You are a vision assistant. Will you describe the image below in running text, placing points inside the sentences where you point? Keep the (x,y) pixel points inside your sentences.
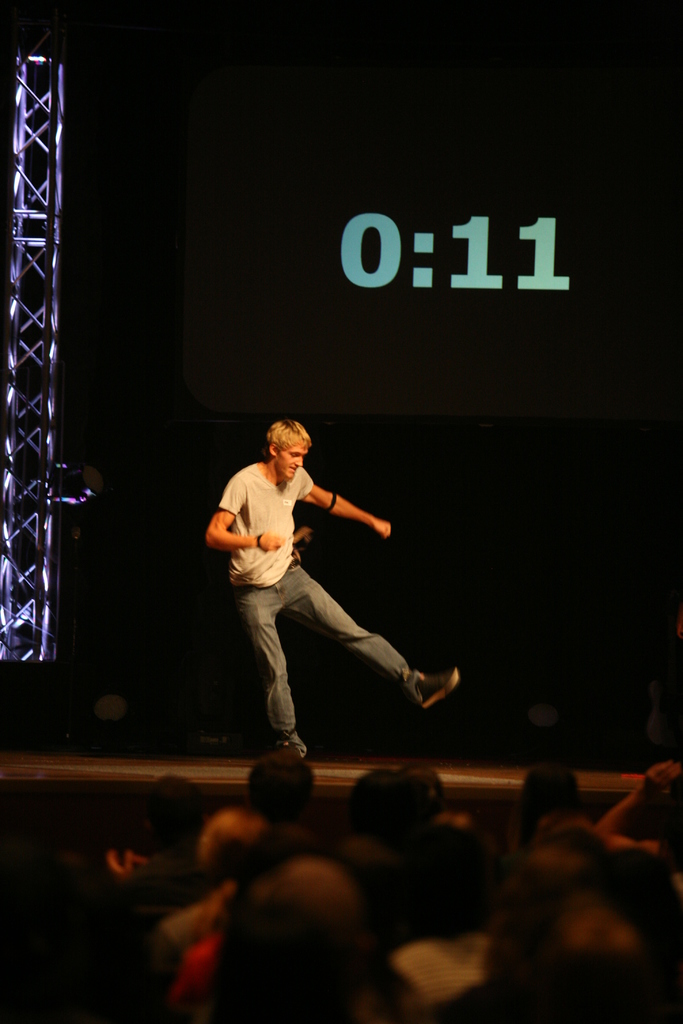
In the center of the image (277,673) we can see a man (268,573). At the bottom (159,836) there is crowd (490,909). In the background (476,365) we can see a screen (356,277) and a pillar (48,365). There is a light (67,501).
